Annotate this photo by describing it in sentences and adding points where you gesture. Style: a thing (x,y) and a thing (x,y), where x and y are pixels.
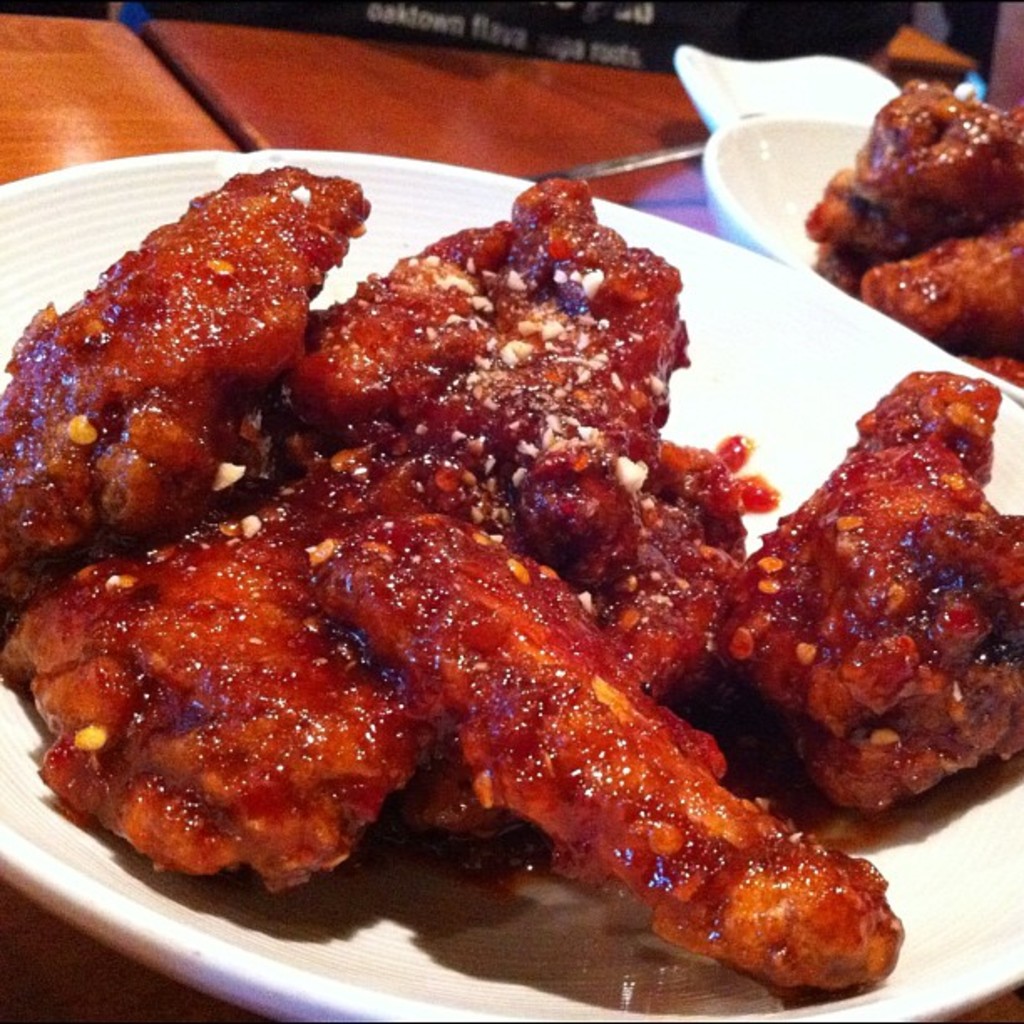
In this image we can see bowls (828,139) containing food (821,556) and spoon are placed on the table (369,124). In the background (862,28), we can see a person (813,21).
